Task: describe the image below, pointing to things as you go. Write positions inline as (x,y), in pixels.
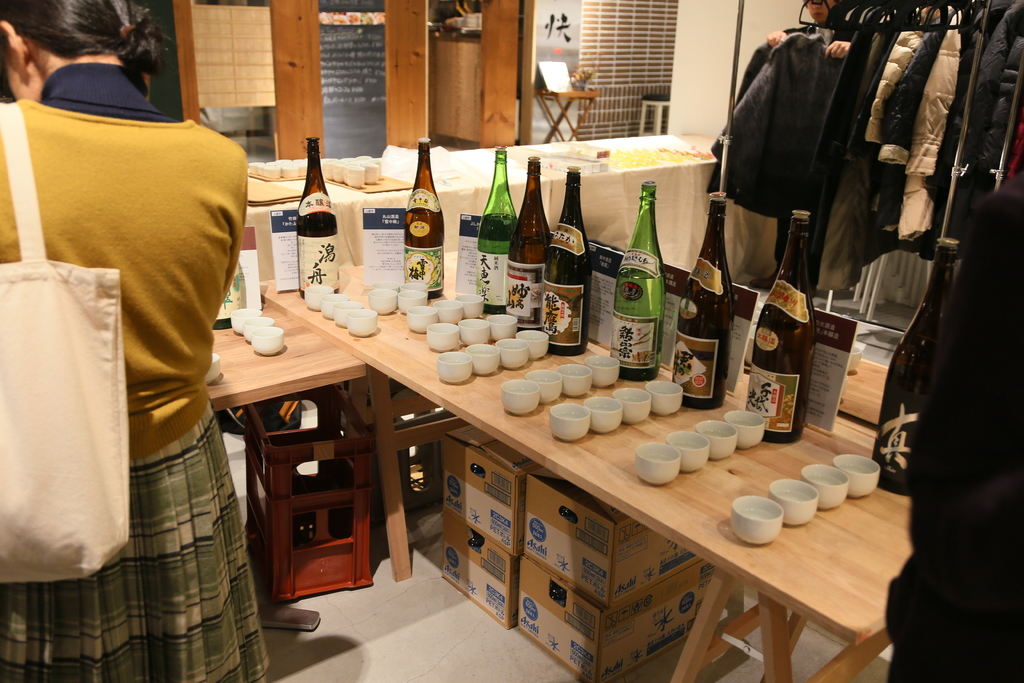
In this image I see a woman (239,649) who is carrying a bag (47,525) and on the table (901,527) I see lot of bottles (803,229) and cups (568,369). Under the table (444,389) I see few boxes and over here I see the clothes (1008,68).
